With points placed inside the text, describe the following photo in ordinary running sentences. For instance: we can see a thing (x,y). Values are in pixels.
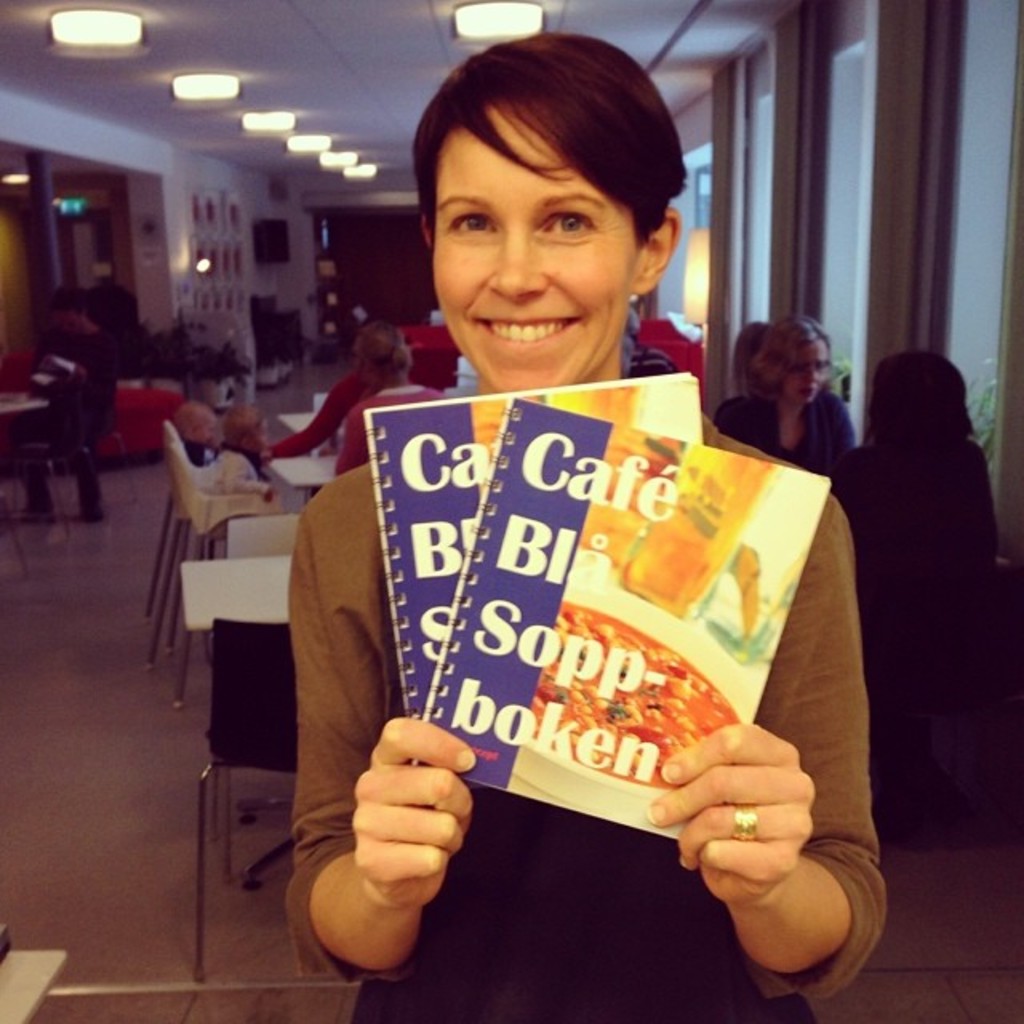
There is a lady (468,337) holding book (499,618) and smiling. In the back (209,546) there are tables (220,582) and chairs (282,624). Some people (862,468) are sitting on the chairs (280,660). On the right side (822,117) there are windows (835,118). On the ceiling (296,94) there are lights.
